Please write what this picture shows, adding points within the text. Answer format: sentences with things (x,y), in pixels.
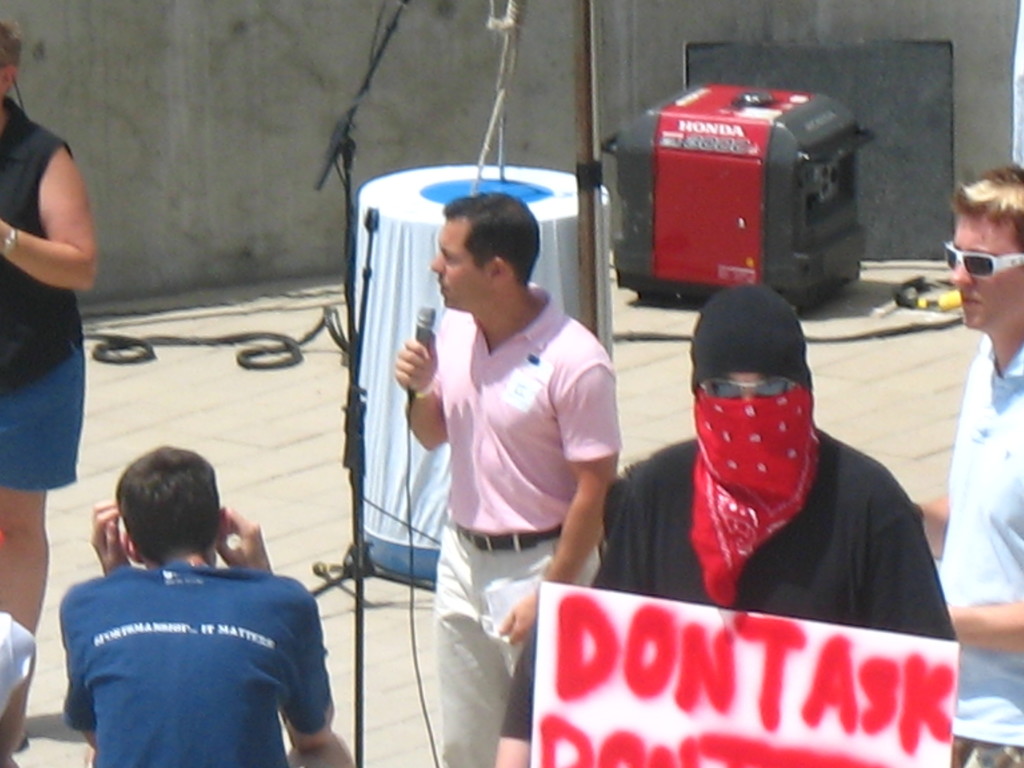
This picture describes about group of people (536,417), few people (770,390) wore spectacles (787,388), in the middle of the image (540,480) we can see a man (494,400), he is holding a microphone (418,360), in the background (693,221) we can see a electric generator (779,274) and cables (953,326).
